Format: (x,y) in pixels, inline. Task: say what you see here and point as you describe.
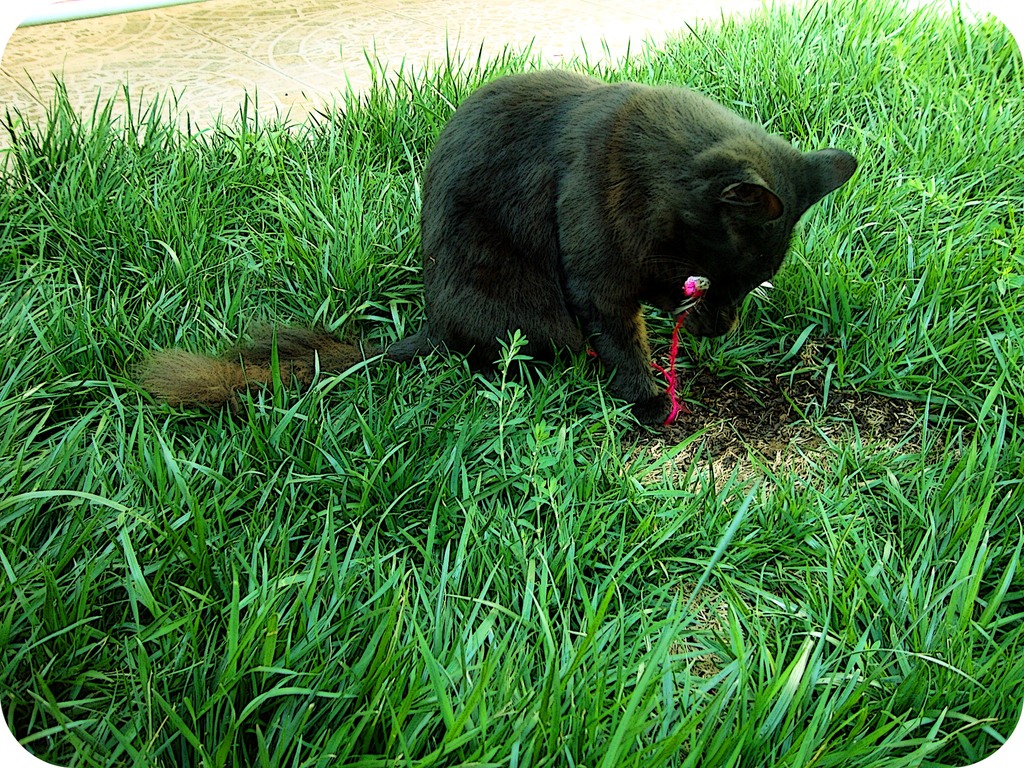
A black cat (559,195) is present on the grass (238,215).
